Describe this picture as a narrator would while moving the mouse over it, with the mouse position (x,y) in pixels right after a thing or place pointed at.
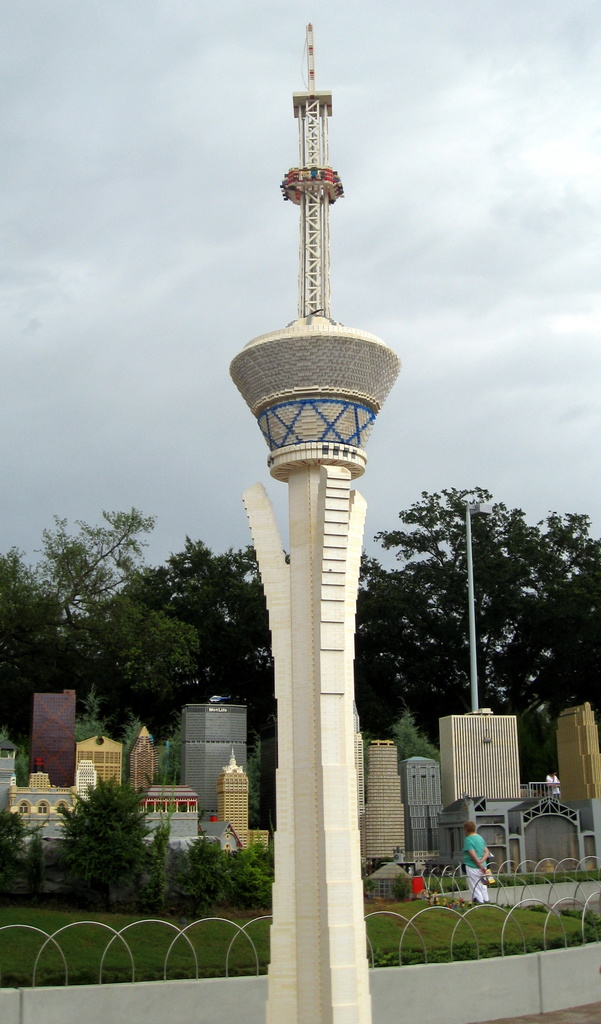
This image consists of a tower (298,694). In the background (153,775), there are buildings (38,802) along with trees (189,645). At the bottom (123,926), we can see green grass (147,933) on the ground (255,930). At the top (199,112), there are clouds (298,232) in the sky (298,232).
